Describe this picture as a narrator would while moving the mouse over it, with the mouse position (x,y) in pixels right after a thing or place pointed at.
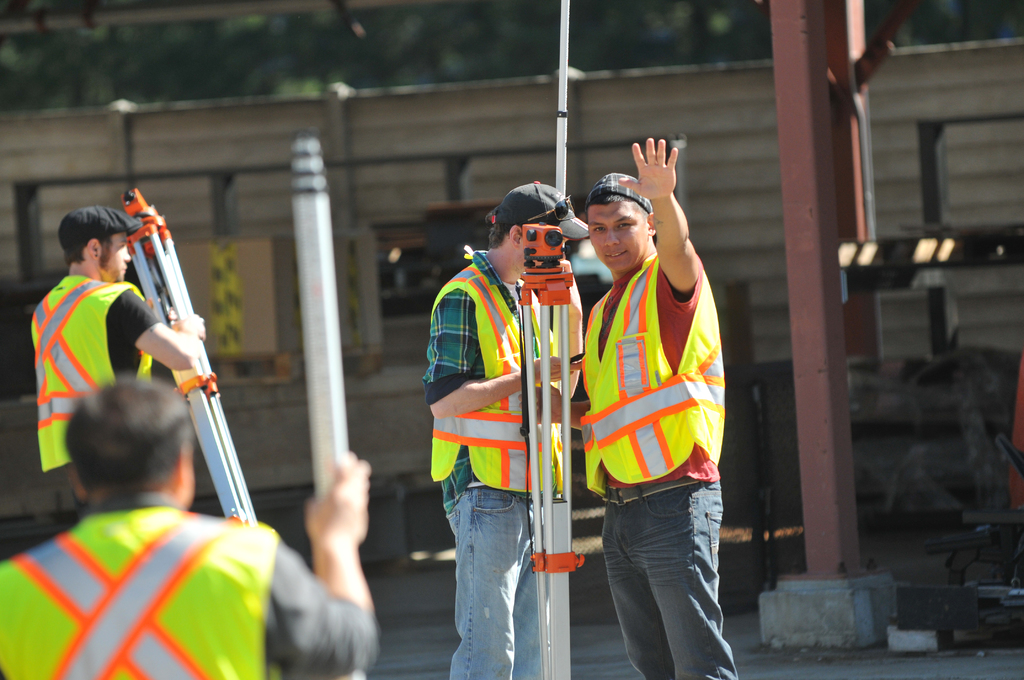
In this image, we can see two persons (634,266) wearing clothes (471,297) and standing in front of the stand (531,335). There is a person (192,338) on the left side of the image (75,336) holding a stand (179,282) with his hand (200,321). There is an another person (145,557) in the bottom left of the image (144,573) wearing clothes (146,577). In the background (246,443), image is blurred. There is a pole (842,412) on the right side of the image (810,424).
